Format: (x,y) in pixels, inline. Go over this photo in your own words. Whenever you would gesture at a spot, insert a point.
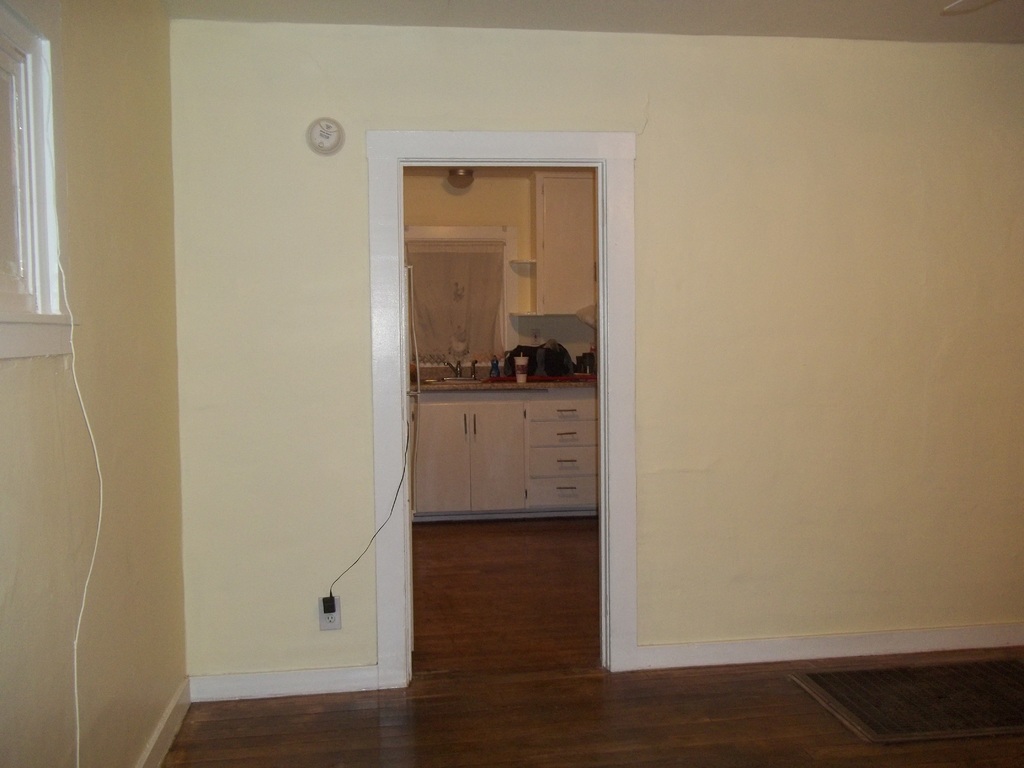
This image is clicked in a room (276,351). In the front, there is a kitchen (477,456). At the bottom (653,725), there is floor (447,755). In the front (751,157), there are walls (527,86) along with window (36,200).
